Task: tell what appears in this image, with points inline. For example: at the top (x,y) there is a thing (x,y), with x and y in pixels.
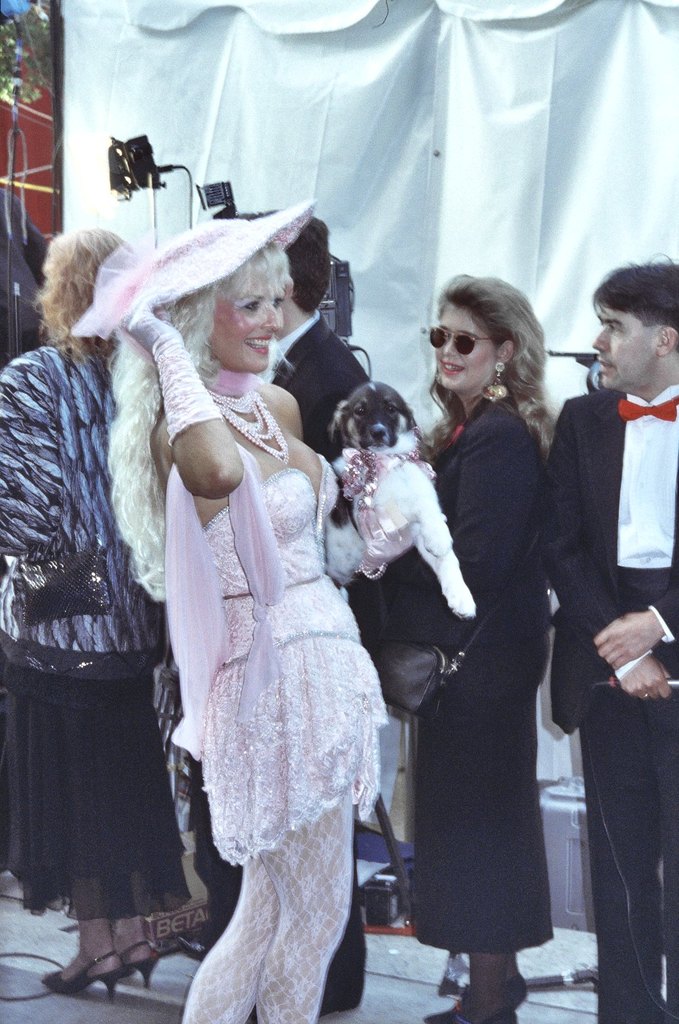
In this image I can see the group of people (234,559) with different color dresses (292,577). I can see one person (299,586) is holding the dog (390,490) which is in white and black color and another person (457,361) is wearing the goggles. In the background (420,337) I can see the camera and the white color cloth (269,108).
